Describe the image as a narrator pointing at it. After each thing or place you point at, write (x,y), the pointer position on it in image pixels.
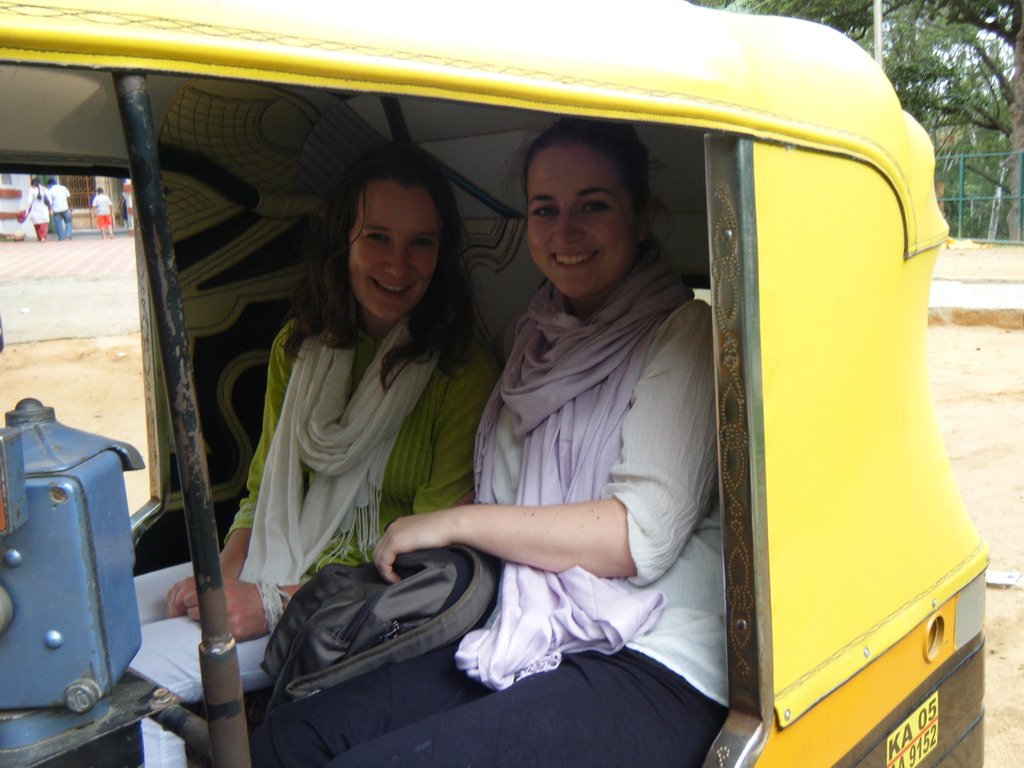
In the image we can see there are two women (658,481) sitting in the auto (728,506) and behind there are other people (60,219) standing on the footpath (20,319).
